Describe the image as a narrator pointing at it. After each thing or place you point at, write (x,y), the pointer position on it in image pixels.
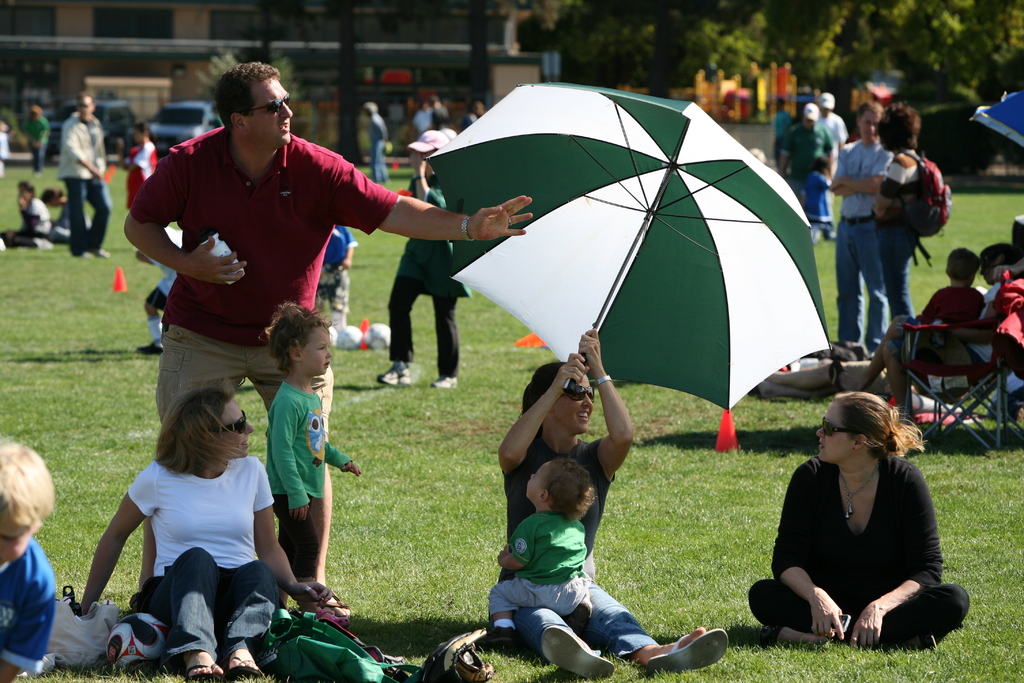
In this image there is a ground (405,483) on which there are so many people (531,215). At the bottom (205,537) there are three women (221,560) sitting on the ground (700,566). In the middle (571,449) there is a woman (588,449) who is holding an umbrella (550,306). Beside the umbrella (603,197) there is a person (231,215) standing on the floor (145,344). In the background (171,45) there are buildings (384,30) on the left side (110,58). In front of the buildings (130,87) there are cars (177,111). There are trees (785,36) on the right side (879,54) top. On the ground (838,220) there are covers (91,635), balls (111,651) and bags (308,639). On the right side (986,292) there is a person (958,330) sitting in the chair (931,374) by holding the kid (920,316).
